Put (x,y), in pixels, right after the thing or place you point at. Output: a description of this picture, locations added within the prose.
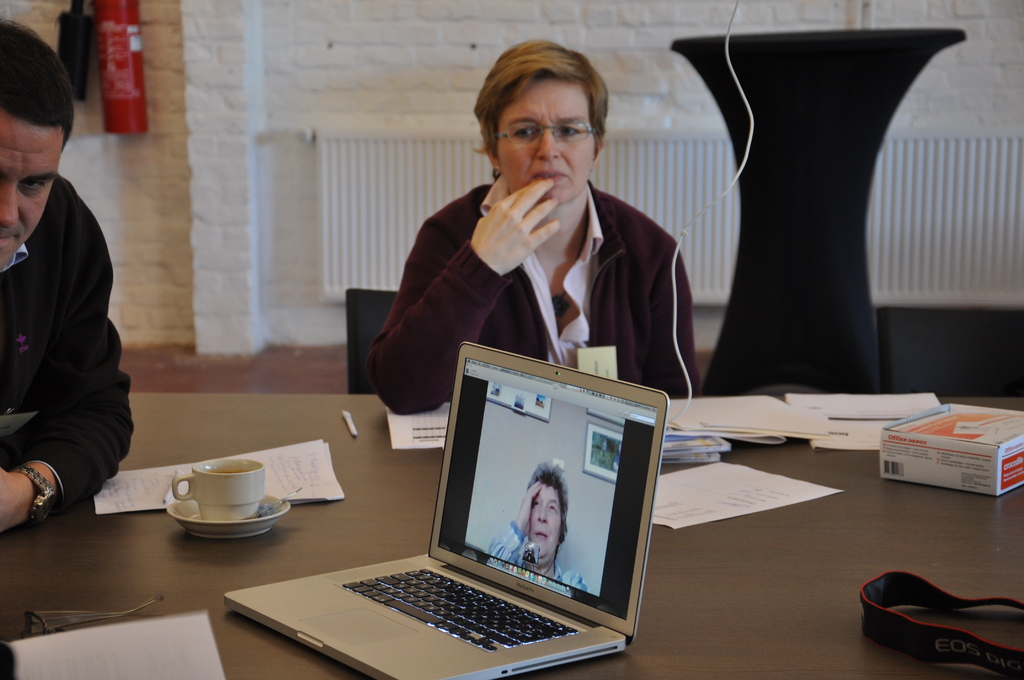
In the middle of the image (504,246) a woman (441,220) is sitting on a chair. Bottom left side of the image (49,458) a man (61,97) is sitting. Bottom of the image (227,654) there is a table (248,679), On the table (1022,622) there are some papers (761,430), laptop (475,436) and cup (231,506) and saucer (240,531). Behind them there is a wall (241,54). On the wall (161,33) there is a fire extinguisher (120,97).
